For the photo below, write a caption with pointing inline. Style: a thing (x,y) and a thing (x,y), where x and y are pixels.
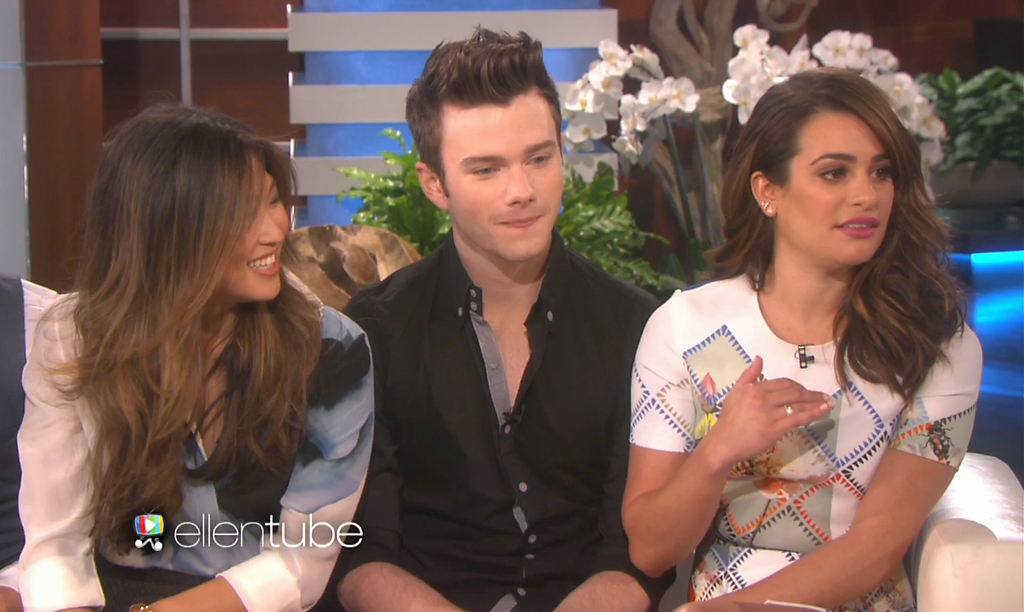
In the center of the image (416,289), we can see people (673,409) sitting on the sofa (937,569) and in the background (382,201), there are flower pots (412,208) and vases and there is wall (564,34) and on the right (983,292), we can see a blue color object (998,284). At the bottom (204,529), there is some text (284,541) written.
